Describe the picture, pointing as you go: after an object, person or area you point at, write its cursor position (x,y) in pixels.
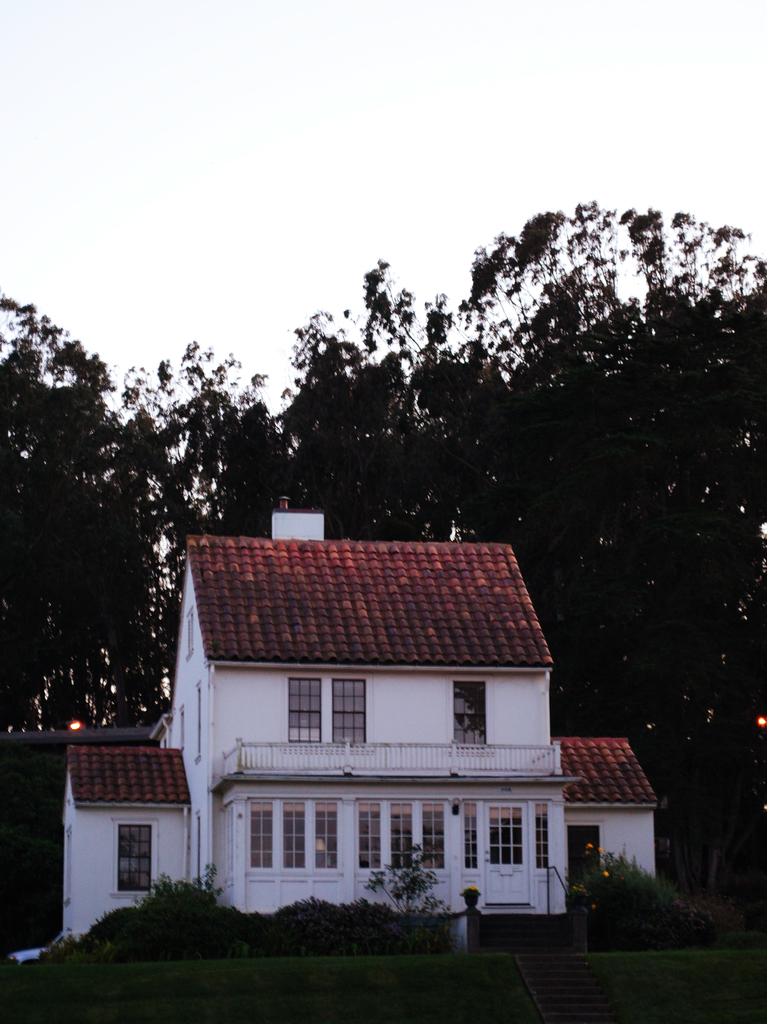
There is a beautiful house (251,680) and there is a garden (637,939) in front of the house (103,814), in the background (30,476) there are plenty of trees (554,576).
